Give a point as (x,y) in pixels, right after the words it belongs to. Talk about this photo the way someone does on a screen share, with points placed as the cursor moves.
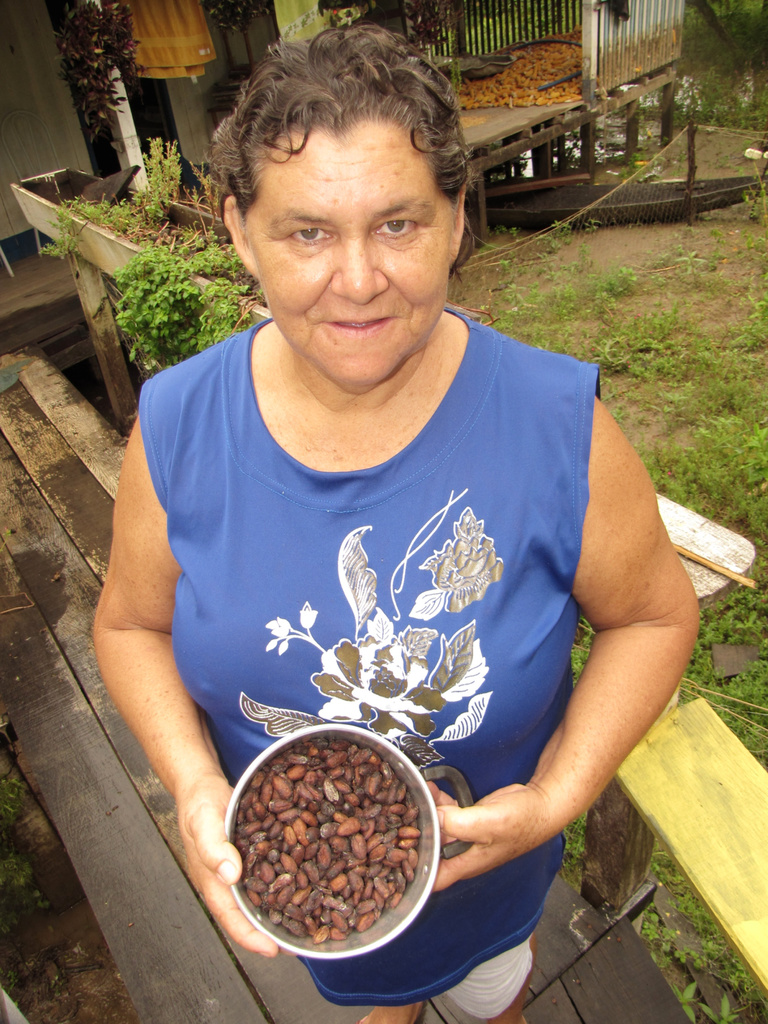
In this image, we can see a person (324,719) holding an object (303,855). We can see the ground (647,365) with some objects (637,195). We can also see some grass (723,352), benches (710,737) and plants (127,305) in an object (123,252). We can see a white colored pole (117,87), and some clothes (185,23). We can also see the wall (611,41) and some objects (527,78) on the wooden surface (516,129).
